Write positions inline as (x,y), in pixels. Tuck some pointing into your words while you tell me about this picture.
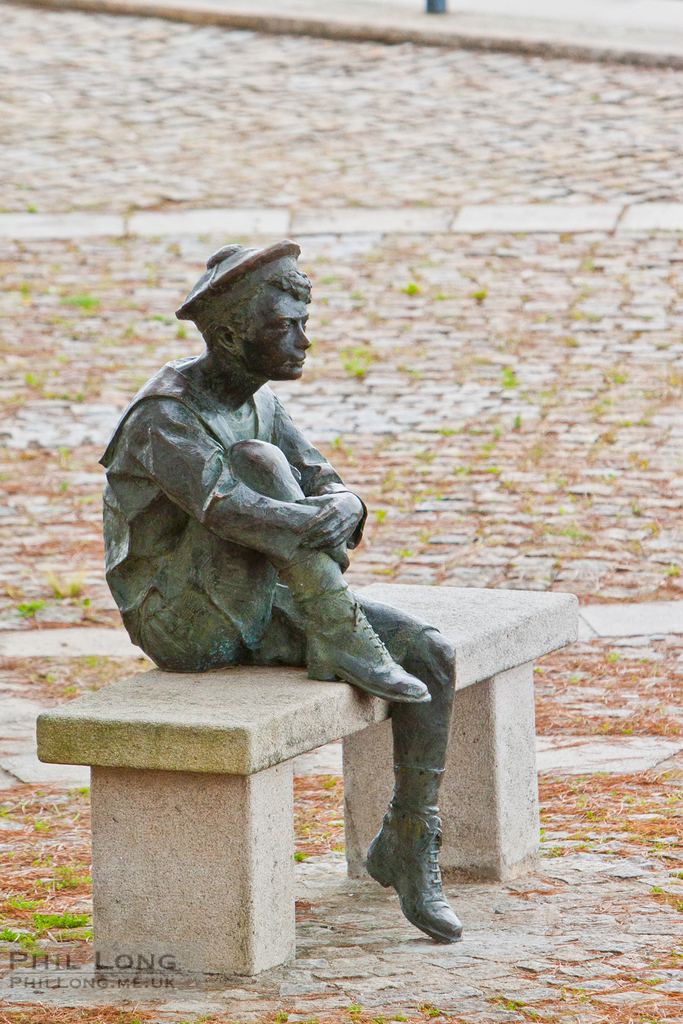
This picture is clicked outside. In the center (243,465) we can see the sculpture (234,380) of a person (198,432) sitting on the bench (226,686) and we can see the pavement (304,985) and the grass (37,828). In the bottom left corner (137,963) we can see the text (48,977) on the image.
